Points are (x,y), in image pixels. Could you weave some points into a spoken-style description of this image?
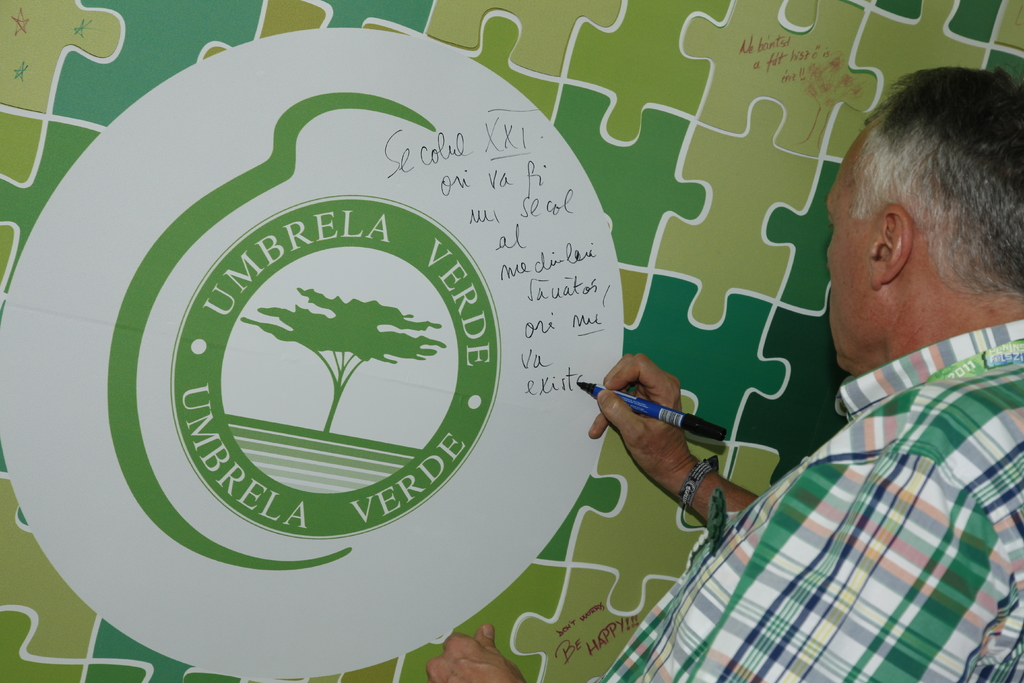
This picture looks like a board (545,275) with some text (545,275) and I can see a man (647,389) writing with the help of a marker (684,424).
